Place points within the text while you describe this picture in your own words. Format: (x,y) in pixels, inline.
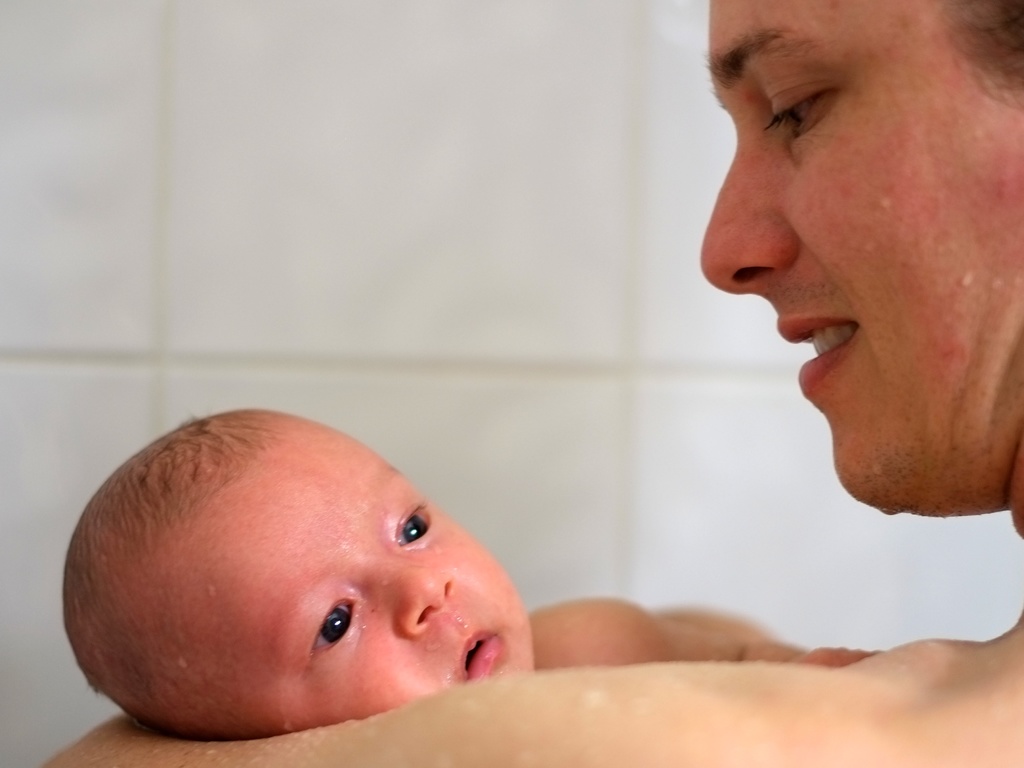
In the picture we can see a person (952,95) holding a baby (217,587) and to them we can see a water droplet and in the background (162,415), we can see a wall (353,342) with tiles (483,410) which are white in color.
